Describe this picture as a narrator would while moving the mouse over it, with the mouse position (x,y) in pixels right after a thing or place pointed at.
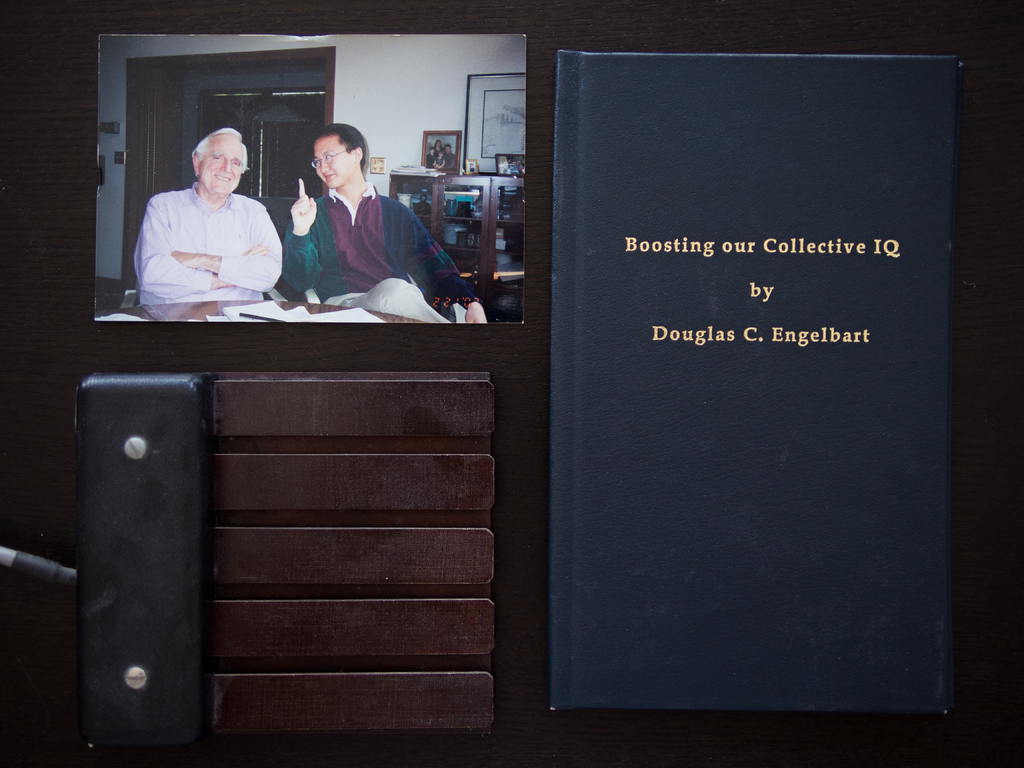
In this picture we can see a book (697,264), photo (340,197) and an object (210,446). In this photo (153,129) we can see people (175,196), pictures (515,115) and cupboard (496,208) with things (451,232).
